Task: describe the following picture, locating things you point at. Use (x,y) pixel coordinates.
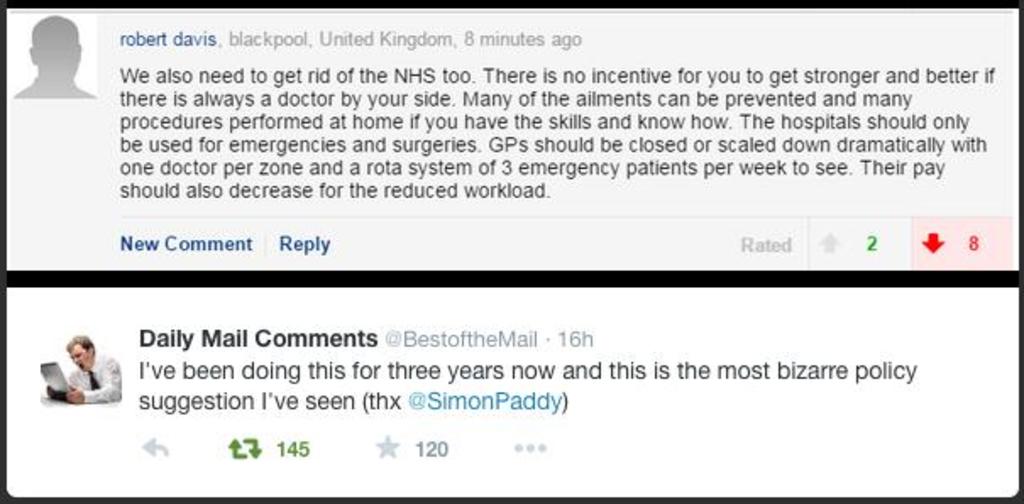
In this image there are symbols (258,445), text (508,369), numbers (301,445) and an image (109,386) of a person (116,375). Person (116,374) is holding an object (60,392).
